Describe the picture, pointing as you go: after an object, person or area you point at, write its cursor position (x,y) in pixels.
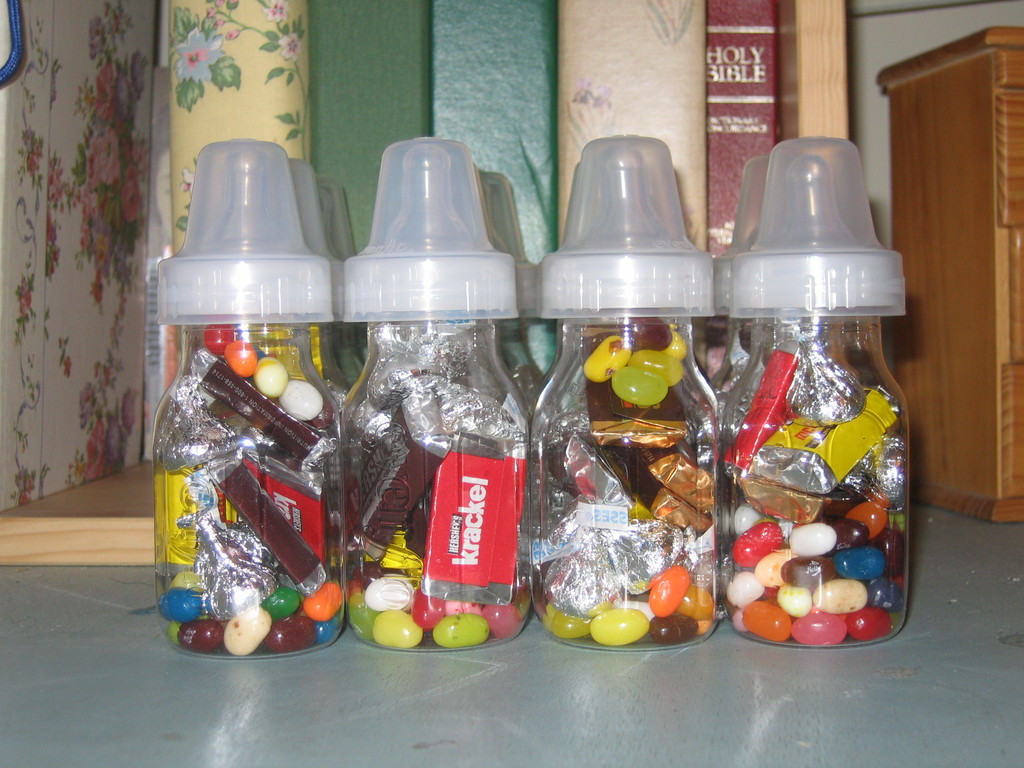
In the image there are four bottles (361,584) in which a wrapper (441,587) is labelled as 'KRACKEL' which is placed on surface (825,739), on right side (947,326) we can also see a cabinet (941,266), books (501,124) in middle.
